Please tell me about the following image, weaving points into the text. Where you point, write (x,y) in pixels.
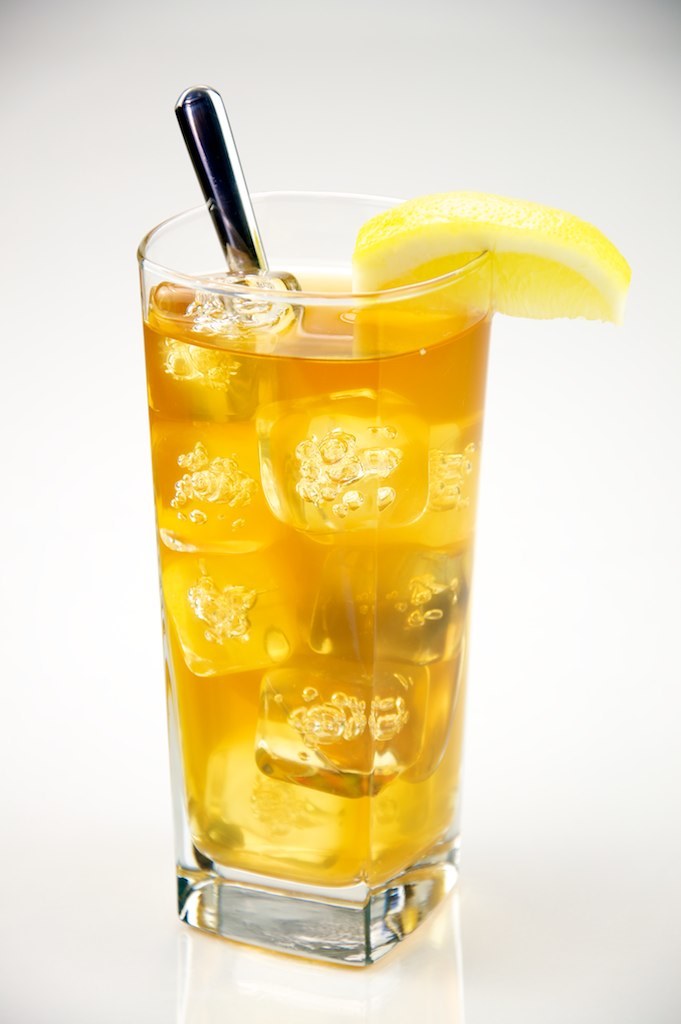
This is a zoomed in picture. In the center (453,676) there is a glass (191,389) of a drink (318,440) containing an object (211,174) seems to be a spoon (250,265) and a sliced lemon (463,247) at the edge of the glass (478,254) and the glass (207,921) is placed on the top of a white color surface (55,746). In the background (24,176) there is a white color object (377,60).
